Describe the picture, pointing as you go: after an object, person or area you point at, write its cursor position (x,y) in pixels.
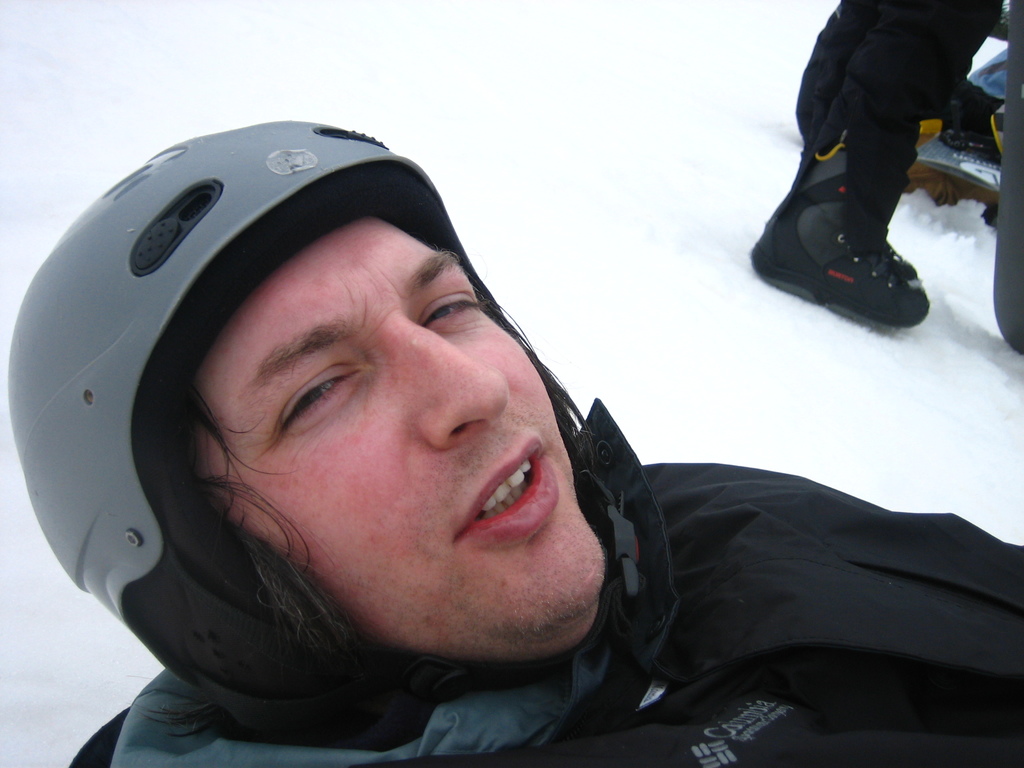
In this picture one man (710,553) is wearing black coat (890,647) and helmet (312,205) and it is taken outside where snow (791,390) is placed and right corner (856,71) another man (863,129) is standing.
